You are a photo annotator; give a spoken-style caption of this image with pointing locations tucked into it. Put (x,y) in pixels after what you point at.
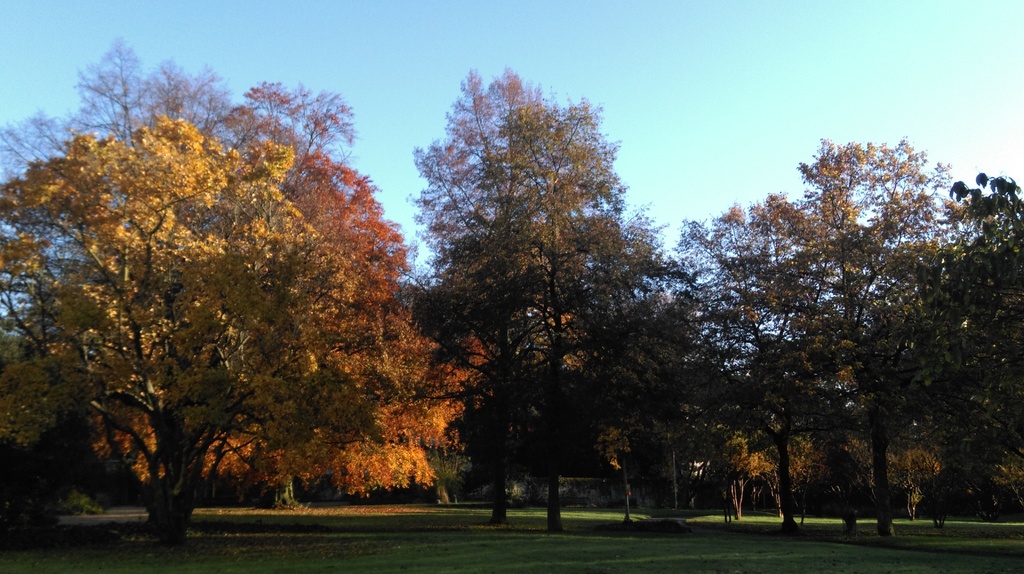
In this picture we can see many autumn trees (429,476) on the green grass (357,506). The sky (290,38) is blue.
